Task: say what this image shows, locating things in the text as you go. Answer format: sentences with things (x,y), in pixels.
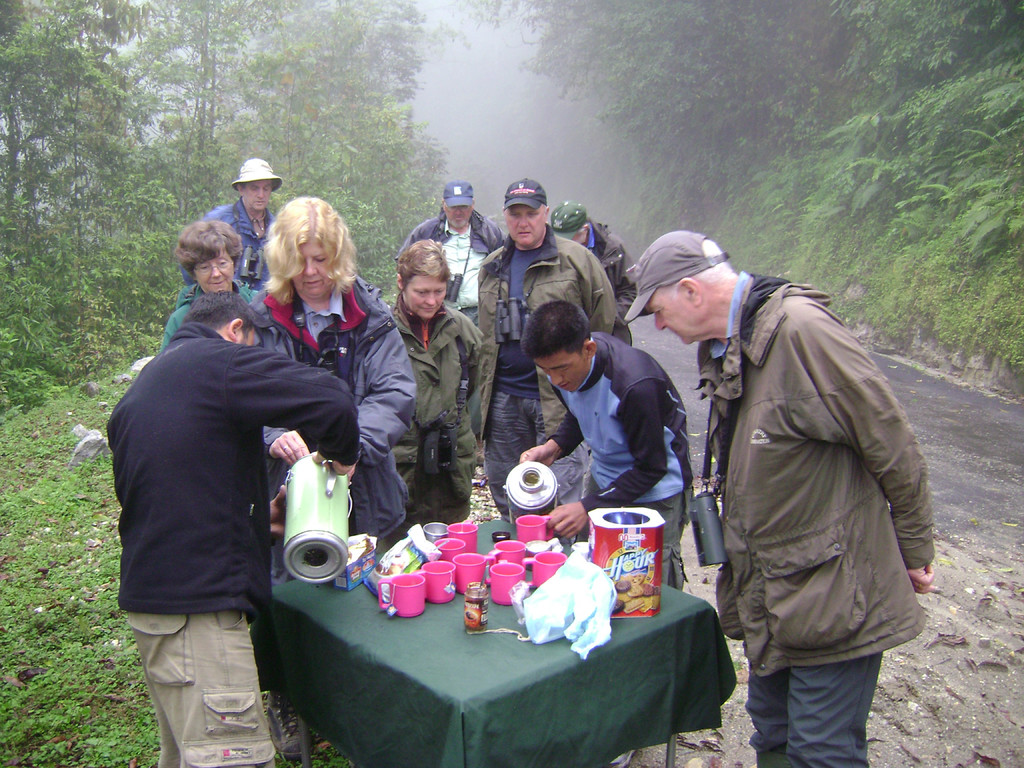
In this image, we can see a group of people (508,286) are standing. Here we can see few people (360,491) are holding some objects (520,495). At the bottom (529,714), there is a table (478,689) covered with cloth (497,699). So many things (543,631) and objects (572,578) are placed on it. Background (352,171) we can see so many trees (305,190) and plants (67,351).
